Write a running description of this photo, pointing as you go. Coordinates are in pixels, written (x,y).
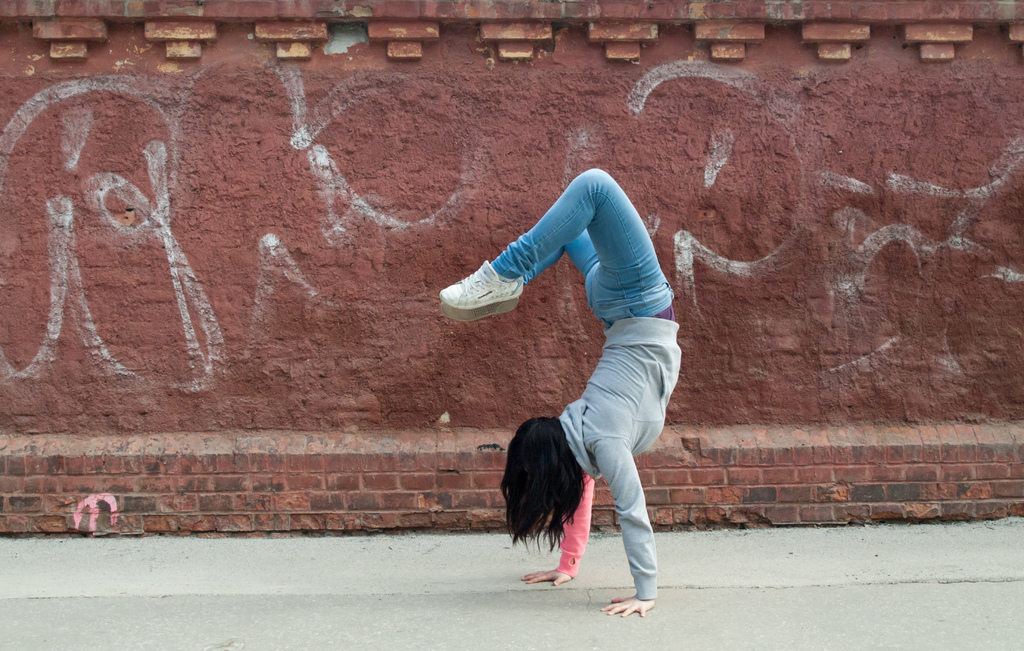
In this image I can see a person (576,549) doing some exercise in the foreground (665,342) on the road (366,647) and there is the wall (131,195) visible backside of person (575,569).
